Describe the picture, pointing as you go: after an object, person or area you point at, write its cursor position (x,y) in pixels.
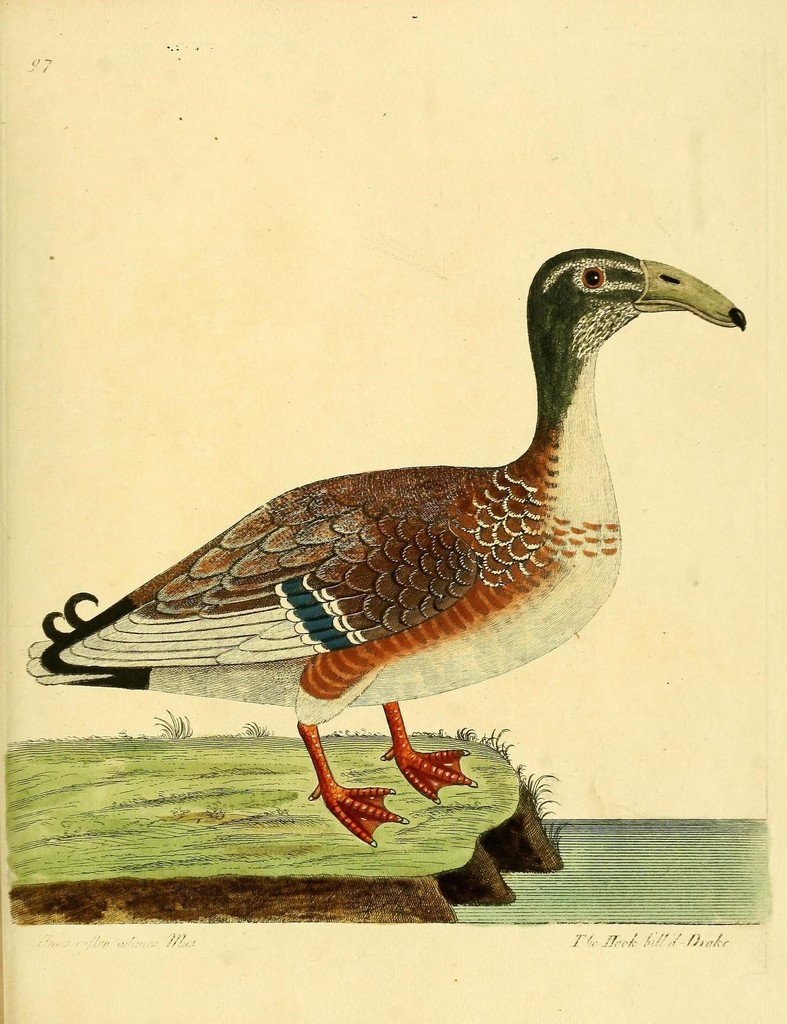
In this image we can see an art (599,1020). We can see a bird (85,632) standing on the grass (295,830). At the bottom portion of the picture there is something written.
